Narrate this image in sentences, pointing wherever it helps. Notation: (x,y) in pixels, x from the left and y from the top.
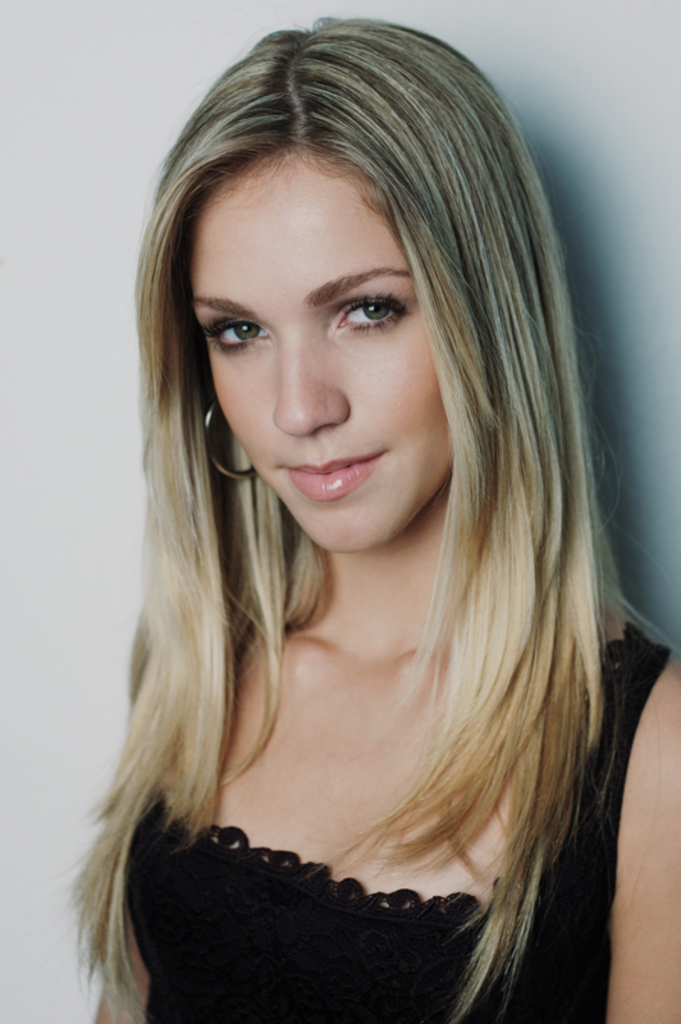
In this image there is a lady (305,576) wearing black dress (185,956).
